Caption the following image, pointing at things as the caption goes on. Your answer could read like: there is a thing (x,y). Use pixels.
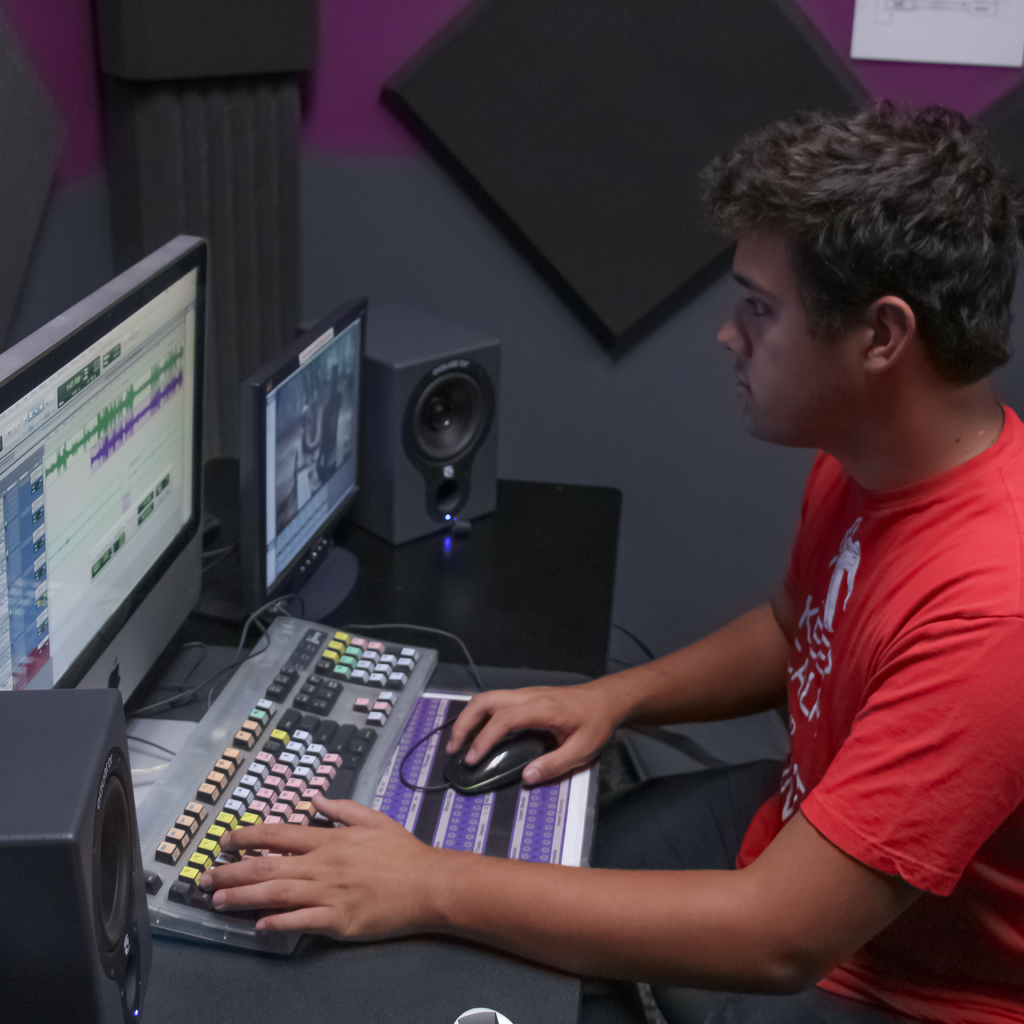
As we can see in the image there is a wall (583,419), a man (856,939) sitting on chair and a table (428,986). On table (384,971) there is a mouse (487,754), keyboard (364,742), speakers (18,906) and screens (34,458). The person (858,685) over here is wearing red color t shirt (856,531).
